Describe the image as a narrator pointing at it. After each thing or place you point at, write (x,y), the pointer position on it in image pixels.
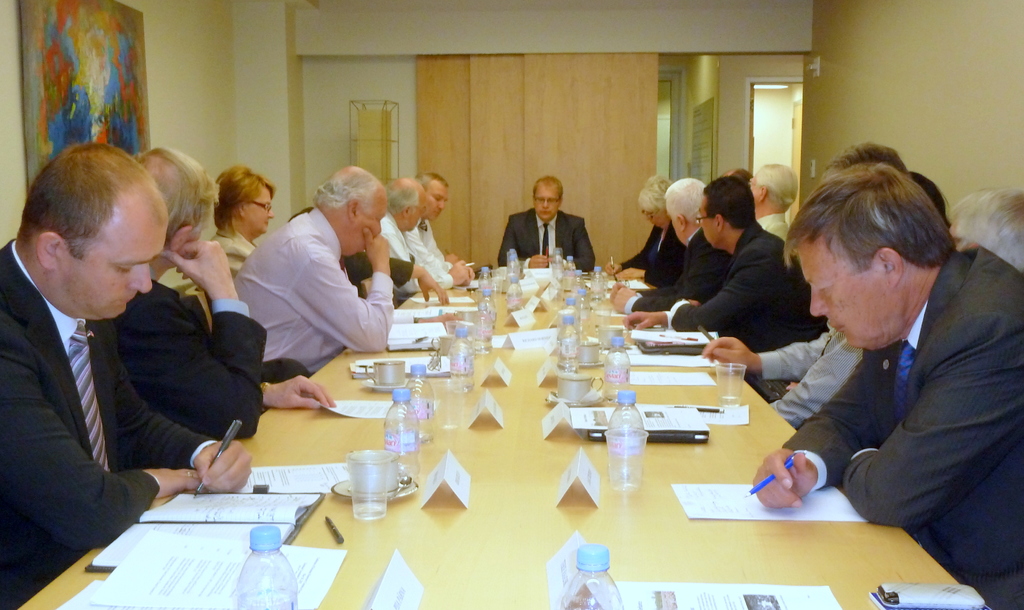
In this image, we can see people (787,198) sitting on the chairs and some are wearing coats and holding pens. At the bottom (442,476), there are books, papers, boards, glasses (608,451), bottles (410,462) and some other objects (383,373) on the table (511,517). In the background (479,163), there are boards (421,77) on the wall (307,110) and we can see a stand (389,129) and a light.
